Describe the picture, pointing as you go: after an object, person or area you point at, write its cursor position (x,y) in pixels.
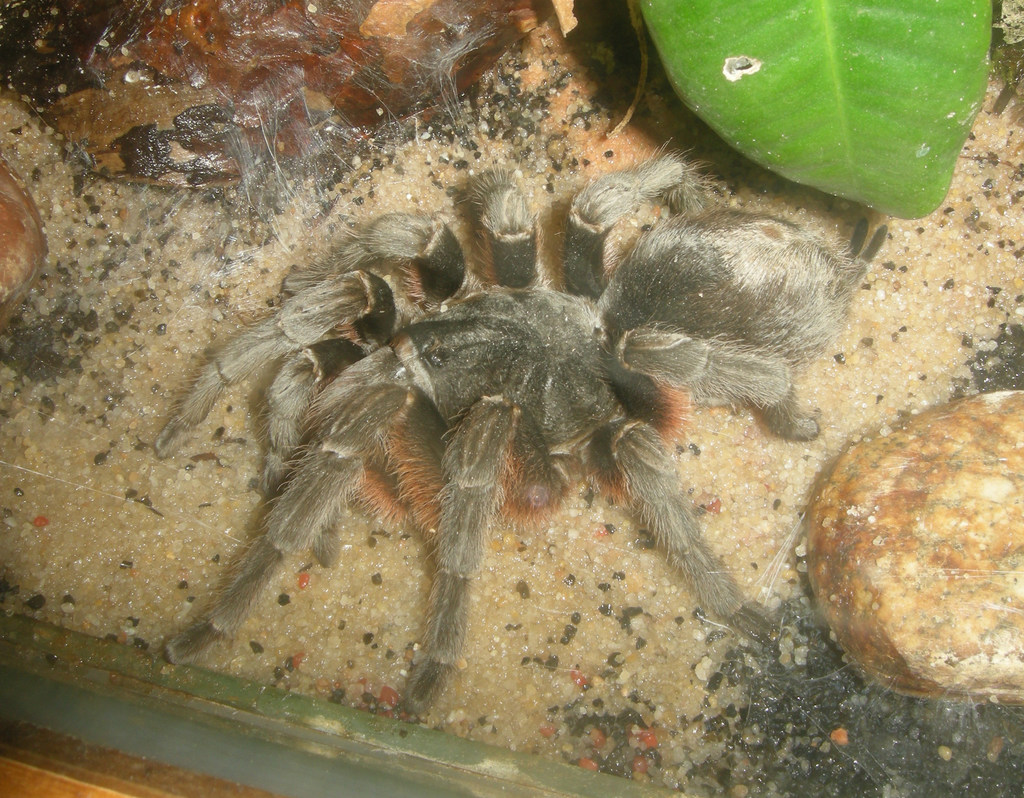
In this image I can see the spider (472,359) which is in black and ash color. To the side of the spider (745,260) there is a rock (959,486) and green color leaf (902,200). I can also see few other objects (285,140) to the side.
